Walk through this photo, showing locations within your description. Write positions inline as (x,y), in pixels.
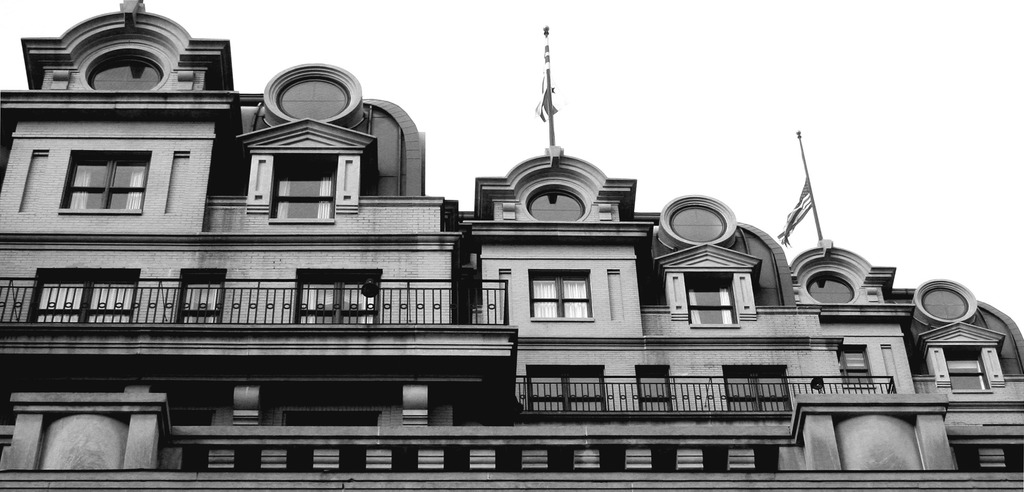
In this picture we can see a building (398,282) with windows (320,282), poles (803,151), flags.
